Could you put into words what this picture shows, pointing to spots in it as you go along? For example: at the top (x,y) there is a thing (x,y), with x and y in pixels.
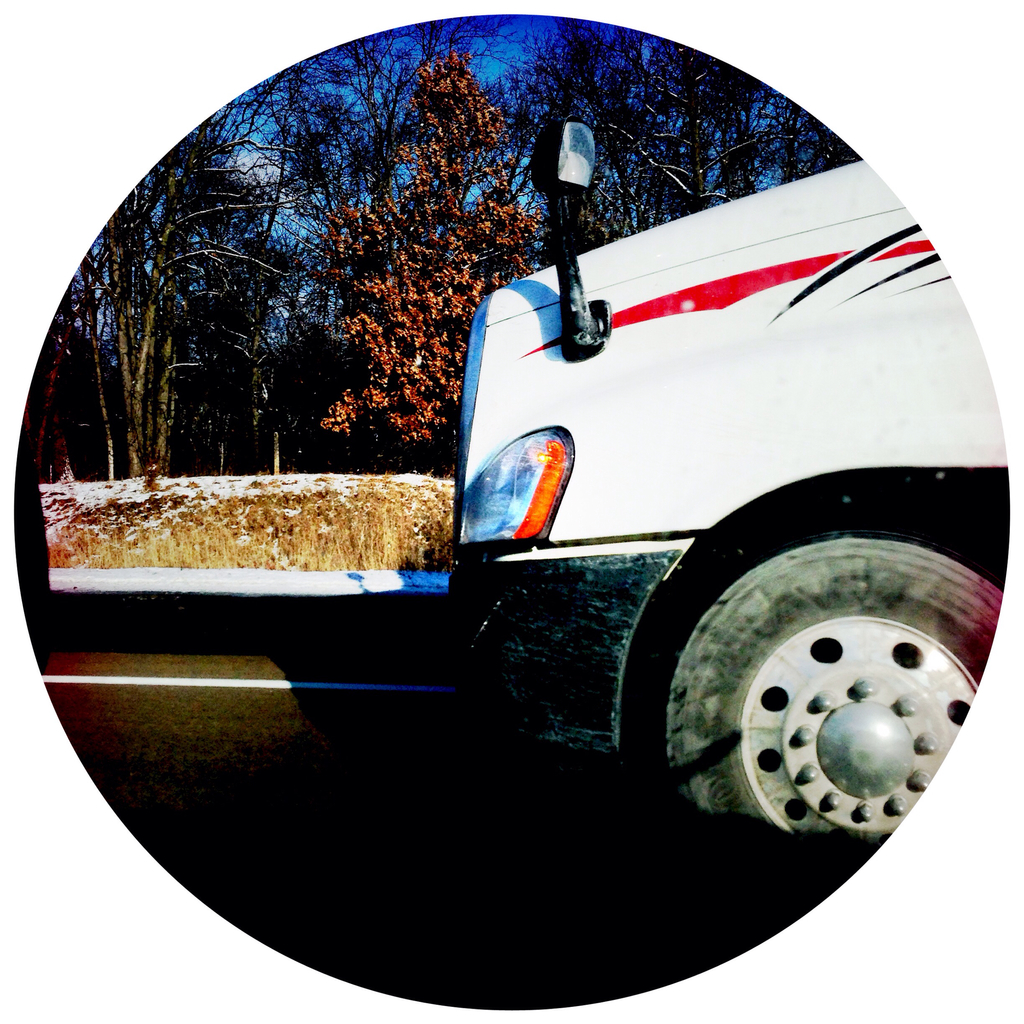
In the foreground of this circular image, on the right (801,485), there is a vehicle (560,631) moving on the road (442,789) and it seems like grass (305,513) in the background (438,468) and we can also see trees (487,218), sky (498,46) and the cloud (255,161).
